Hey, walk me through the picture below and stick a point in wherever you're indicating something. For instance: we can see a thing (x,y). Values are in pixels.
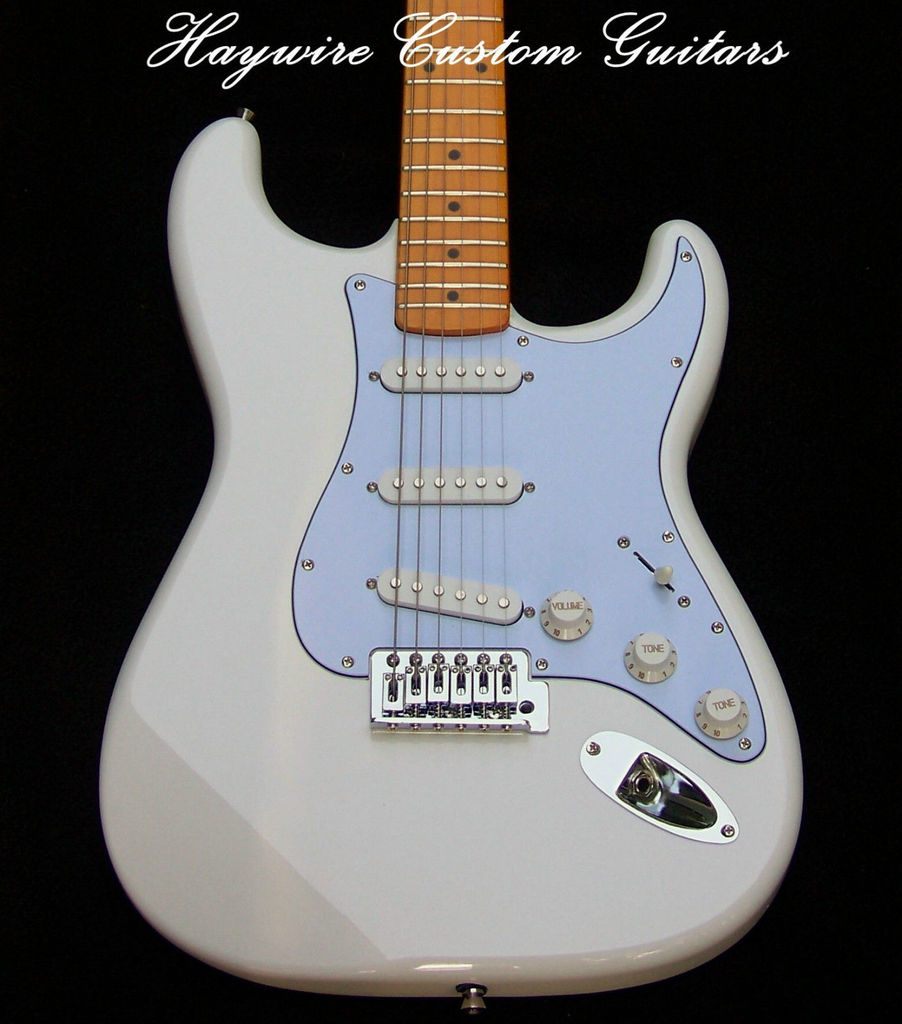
In this picture, There is a guitar (705,895) which is in white color and the handle (433,235) of the guitar (435,212) is in yellow color, There is black color in the background (565,99).
